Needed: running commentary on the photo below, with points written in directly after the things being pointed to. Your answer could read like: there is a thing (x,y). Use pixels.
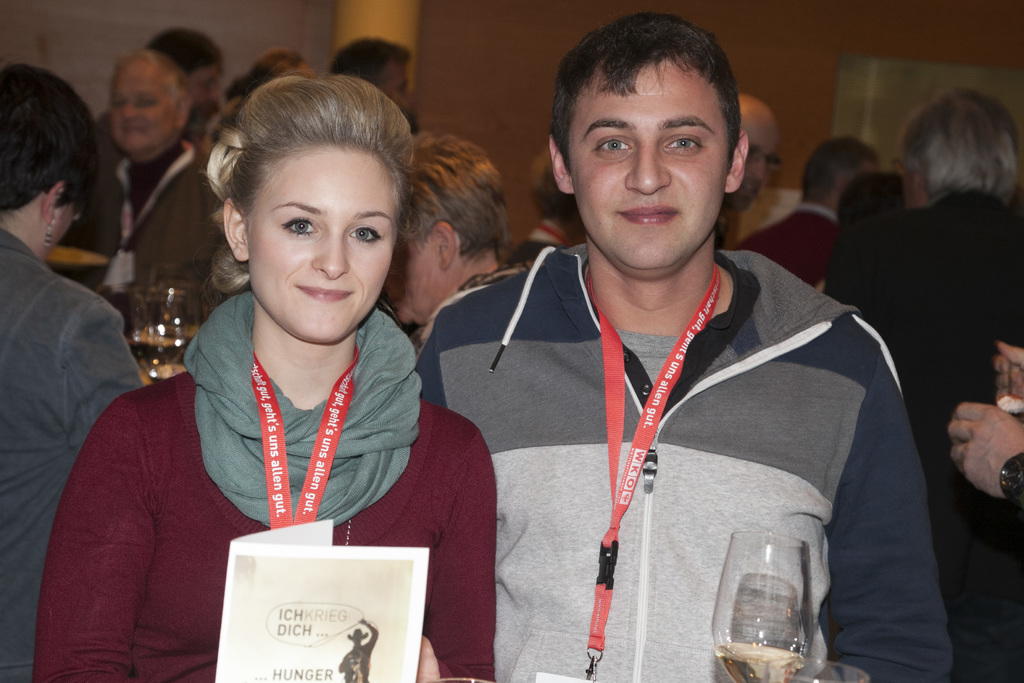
As we can see in the image there are woman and man (653,428) who are standing in front (727,480) the woman (314,473) is wearing a scarf (249,412) around her neck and the man (558,434) is wearing a jacket (564,506) and they both are wearing id cards (626,492) and the woman (235,465) is holding a card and at the back (65,330) there are people (280,72) standing and the wall (527,65) is of brown colour and in between there is a yellow pillar (380,33).
